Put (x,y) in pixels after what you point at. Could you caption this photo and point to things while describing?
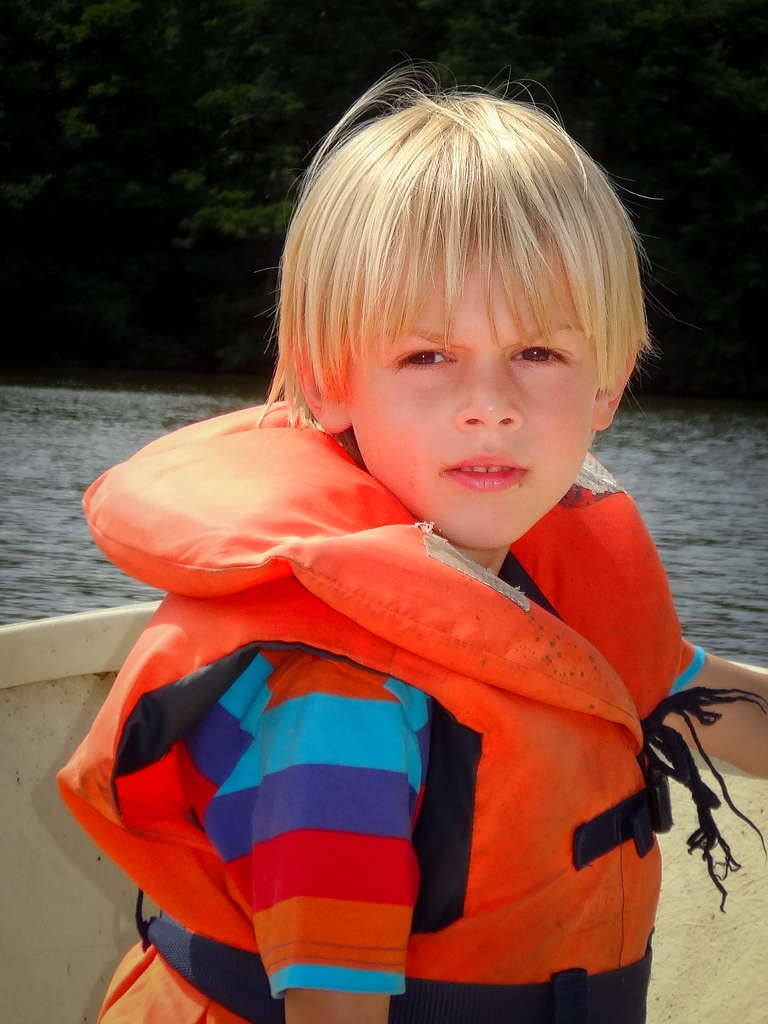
In this picture, there is a boy (336,282) sitting on a boat (24,749). He is wearing an orange jacket (540,771). In the background (71,389), there is water (27,385) and trees (297,87).
